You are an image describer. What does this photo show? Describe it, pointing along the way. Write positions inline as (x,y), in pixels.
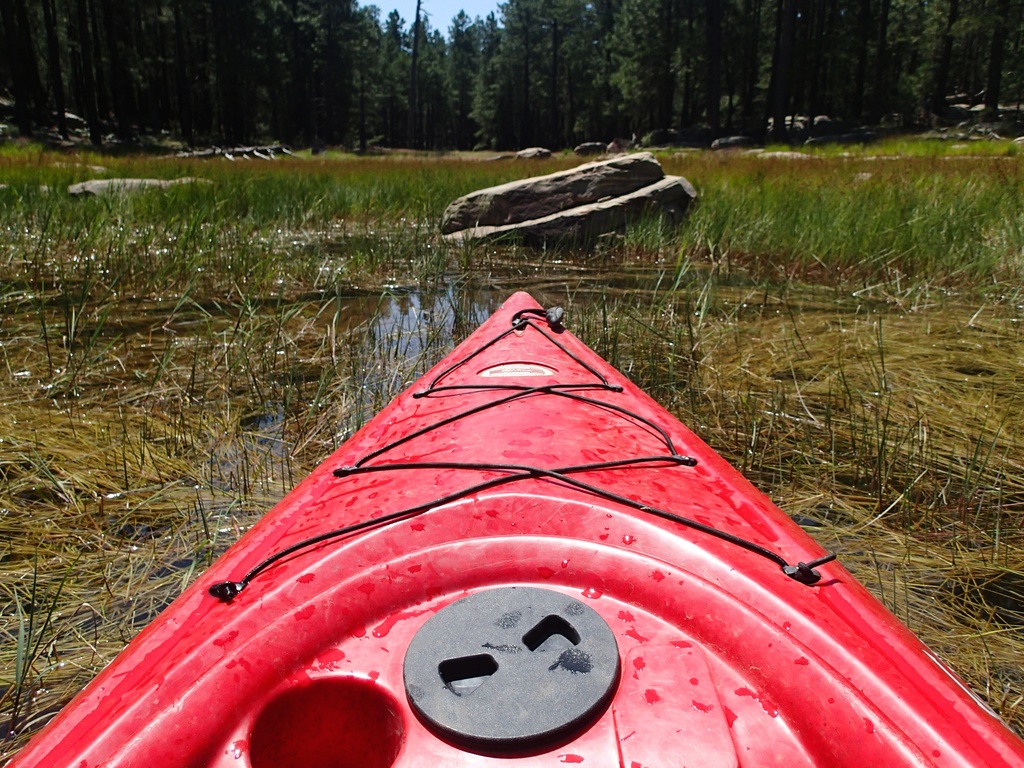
In this image in the front (437,514) there is a boat (425,559) which is red in colour. In the center (345,323) there is water (291,302) and there is grass (421,225) and there are stones (616,189). In the background (598,62) there are trees (598,62).
